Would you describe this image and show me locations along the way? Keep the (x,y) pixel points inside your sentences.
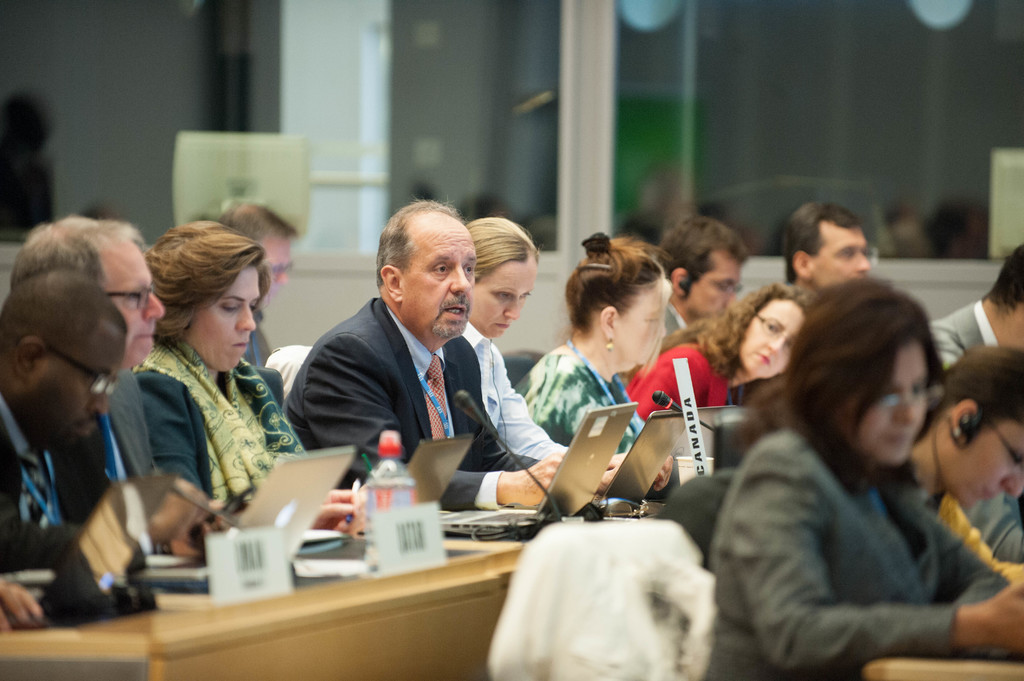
In this image there are group of persons (526,444) sitting, there are desks (394,582), there are objects (399,562) on the desk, there is the wall (908,281), there is a pillar (344,96) towards the top of the image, there are lights (645,15) towards the top of the image (940,9), there is an object (993,184) towards the right of the image (996,169), there is an object (583,643) towards the bottom of the image (625,608).
